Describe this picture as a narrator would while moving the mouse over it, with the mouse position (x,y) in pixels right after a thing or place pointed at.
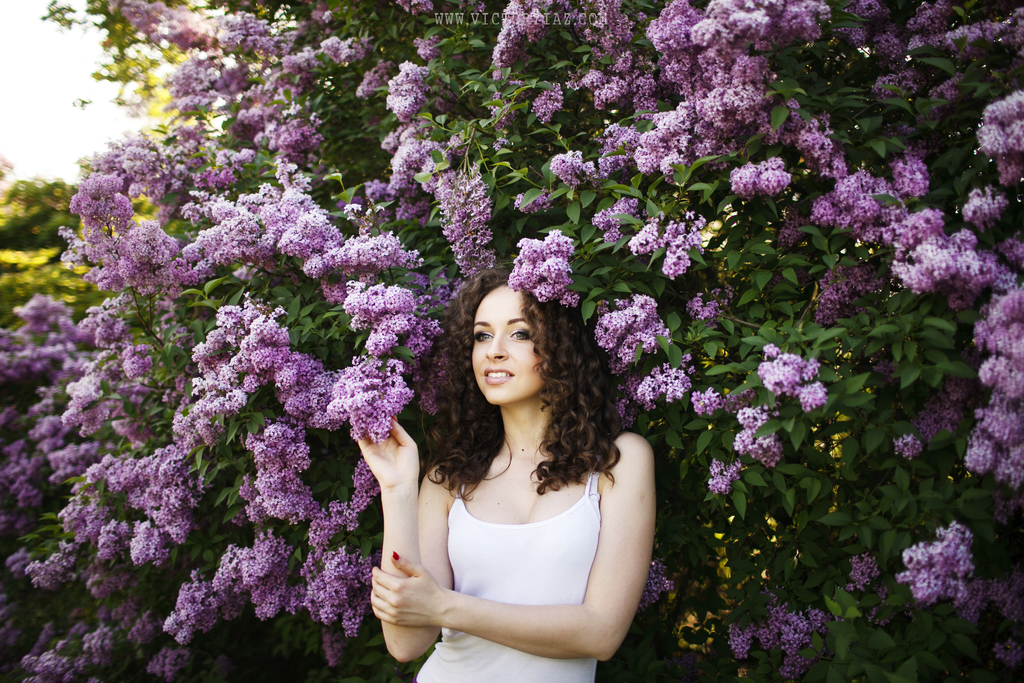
In the center of the image (488,383), we can see a lady (448,523) and in the background (148,279), there are trees (440,201) and flowers (595,74).
